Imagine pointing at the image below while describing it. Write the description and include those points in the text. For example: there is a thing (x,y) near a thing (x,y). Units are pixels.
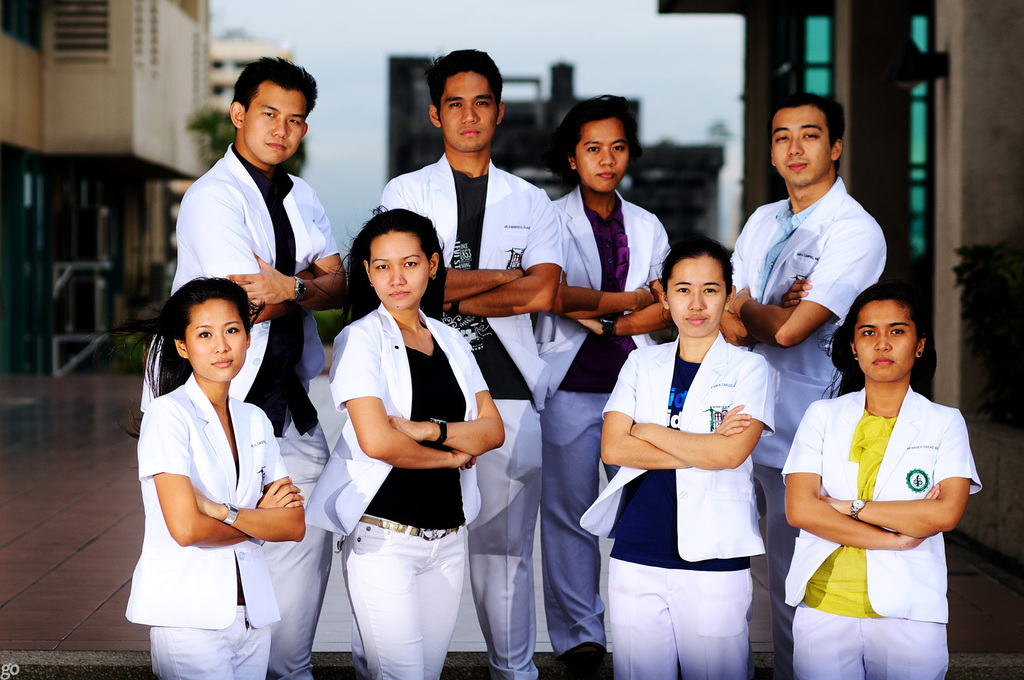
In this picture I can see few people (562,339) standing and they wore white color coats (308,230) and I can see buildings (34,21) and a tree (224,133) and I can see a cloudy sky (570,57).
